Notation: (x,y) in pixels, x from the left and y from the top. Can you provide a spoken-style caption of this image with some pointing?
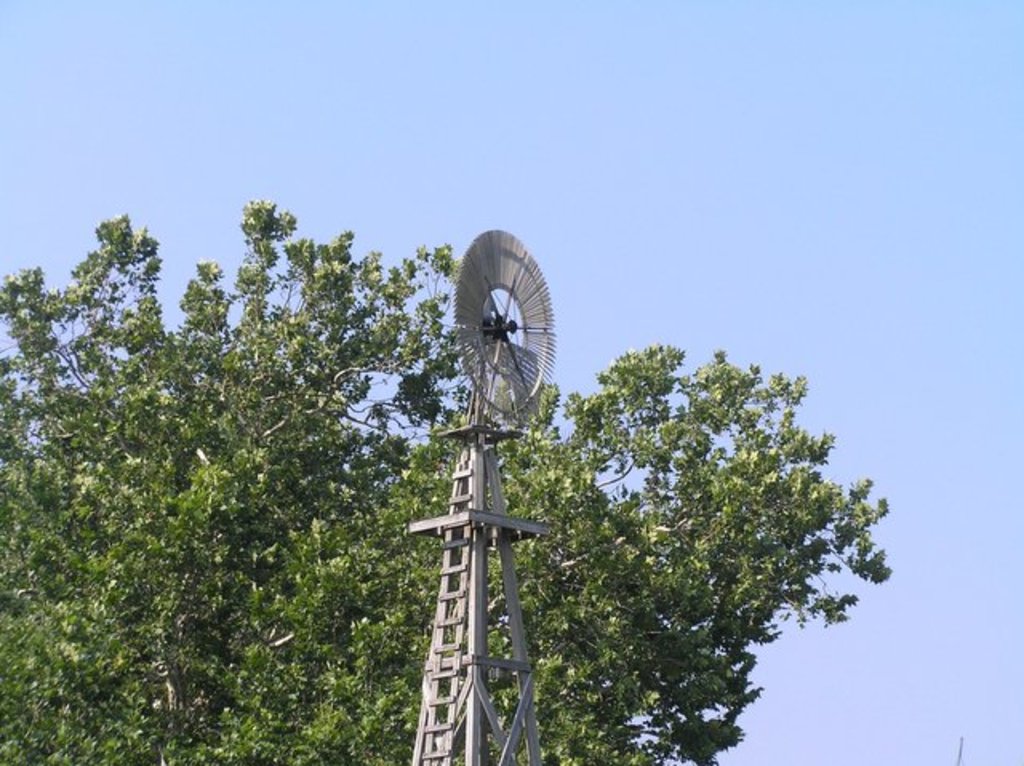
In the center of the image (471,324) we can see tower (477,432) and tree (518,562). In the background (569,104) there is sky (480,108).
